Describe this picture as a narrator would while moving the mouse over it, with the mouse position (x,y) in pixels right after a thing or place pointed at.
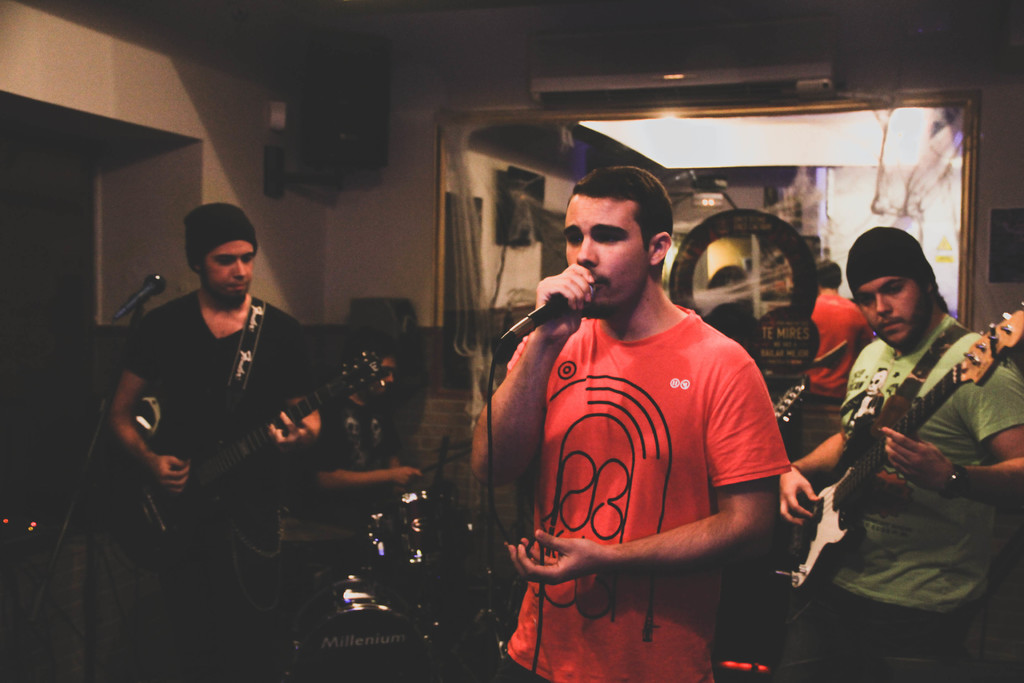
There are four persons (655,502). The three persons (691,403) are standing. They are playing a musical instruments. In the center of the person (609,458) is holding a mic (531,311) and he is singing a song. On the left side of the person (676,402) is sitting on a chair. He is playing musical instruments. We can see in the background (825,212) wall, sound box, AC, mirror (720,143).
